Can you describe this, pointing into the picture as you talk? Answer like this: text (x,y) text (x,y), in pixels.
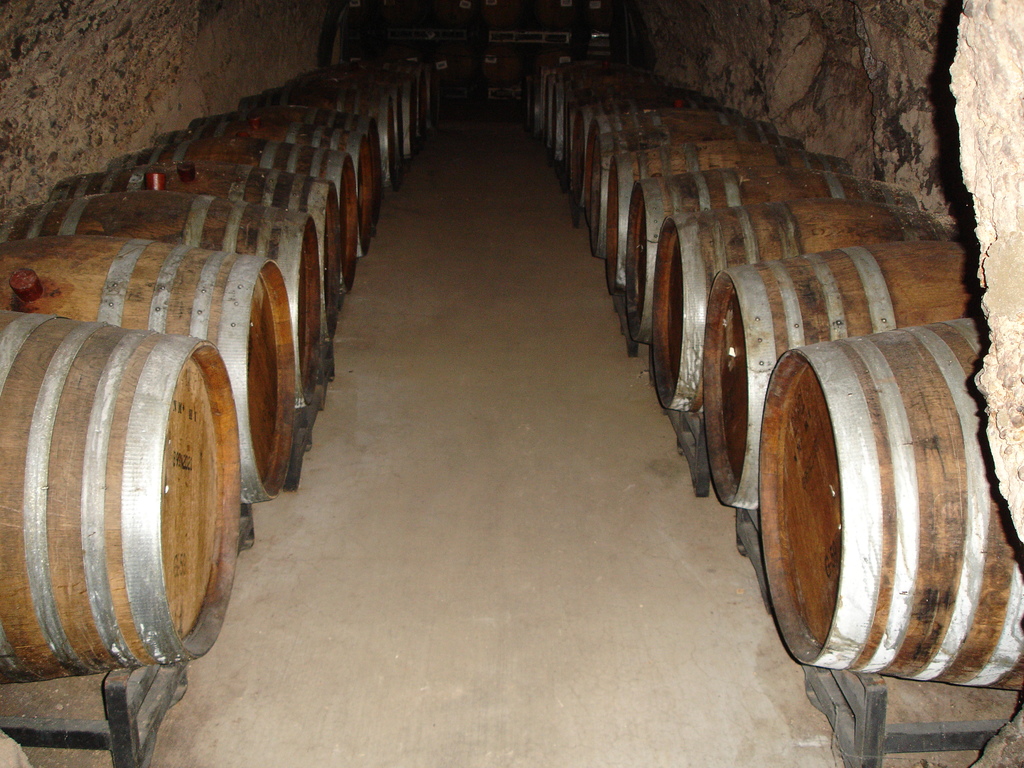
In this picture we can see few barrels (180,551) on the stands (832,706).
